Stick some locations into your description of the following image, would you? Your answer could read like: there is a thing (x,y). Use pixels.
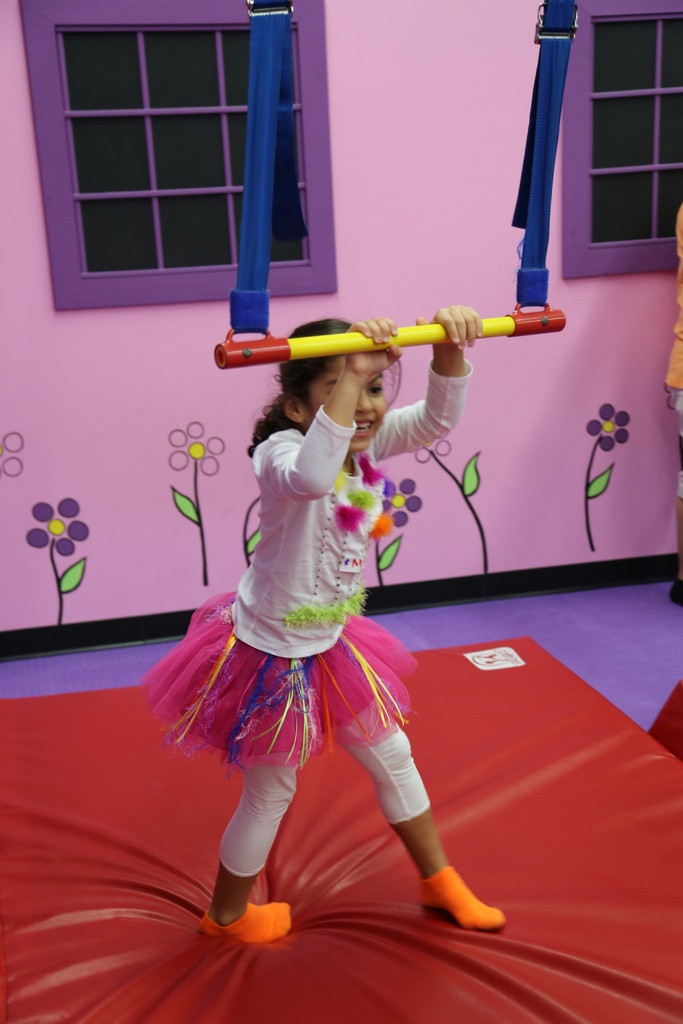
In this image I can see a girl (323,531) wearing pink, white and orange colored dress (282,687) is standing in the red colored object (367,893) and holding a yellow colored object (363,351) which is tied with the blue colored belt (268,205). In the background (503,199) I can see the pink colored wall (457,194) and few windows (162,178).
